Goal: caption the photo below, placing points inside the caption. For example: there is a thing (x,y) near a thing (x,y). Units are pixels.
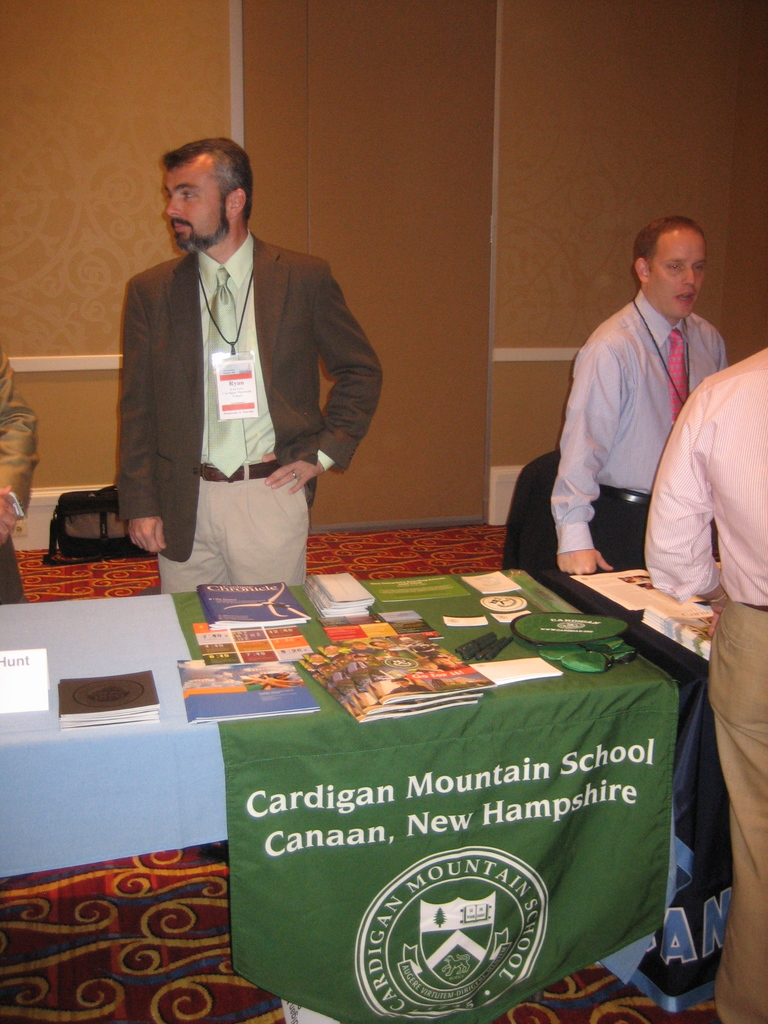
in this image there is a table (93,736) and on the table (88,746) there are books (290,687) and a banner (277,743). There is a man (287,490) standing to the left side (245,360) wearing a id card (224,399) and to the right side (643,461) there are two men (637,448) who are talking with each other. And to the background (83,251) there is a wall (76,80) and there is a carpet (100,919) on the floor (86,995) and at the background (95,521) there is a bag (86,514).
